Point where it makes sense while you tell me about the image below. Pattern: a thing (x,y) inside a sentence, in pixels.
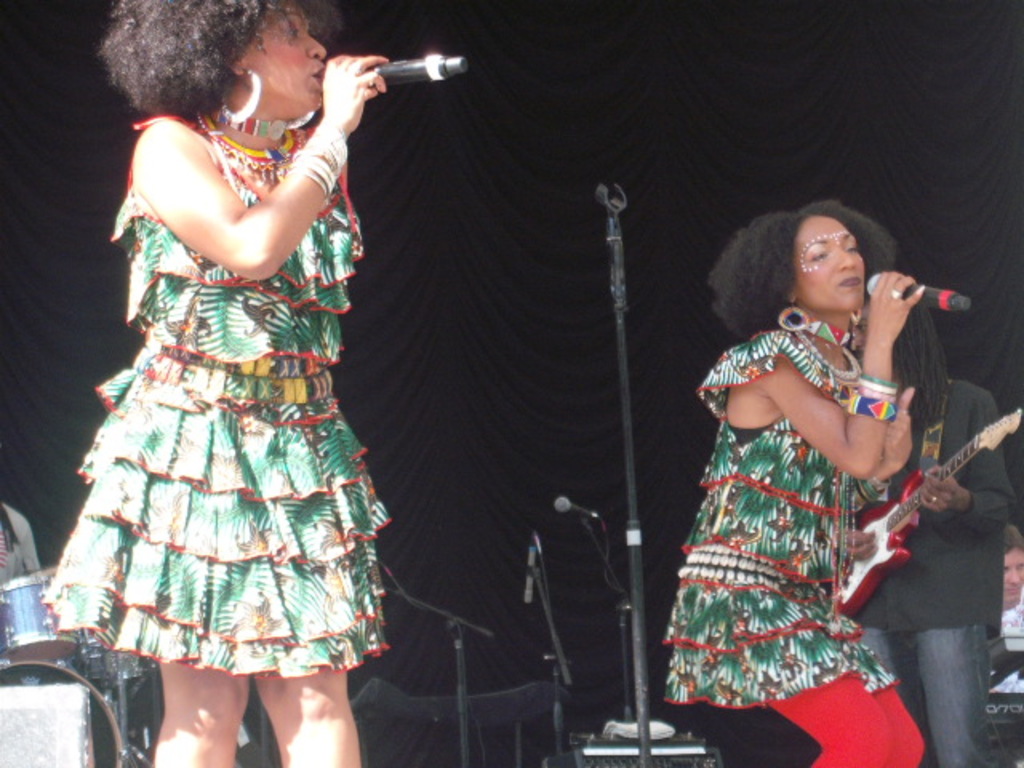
In this picture there are few people (1,513). The women (270,544) in the center (345,273) are standing and holding microphones (409,73) in their hand (895,285) and they are singing. Behind them there is a man (940,569) playing guitar (906,557). To the extreme right corner (1004,616) there is a man (1013,607) sitting and to the extreme left corner (31,541) there is a person (12,534) playing drums (54,632). Behind them there are microphones (571,501), microphone stands (544,569) and curtain (415,392) in the background (410,399).
